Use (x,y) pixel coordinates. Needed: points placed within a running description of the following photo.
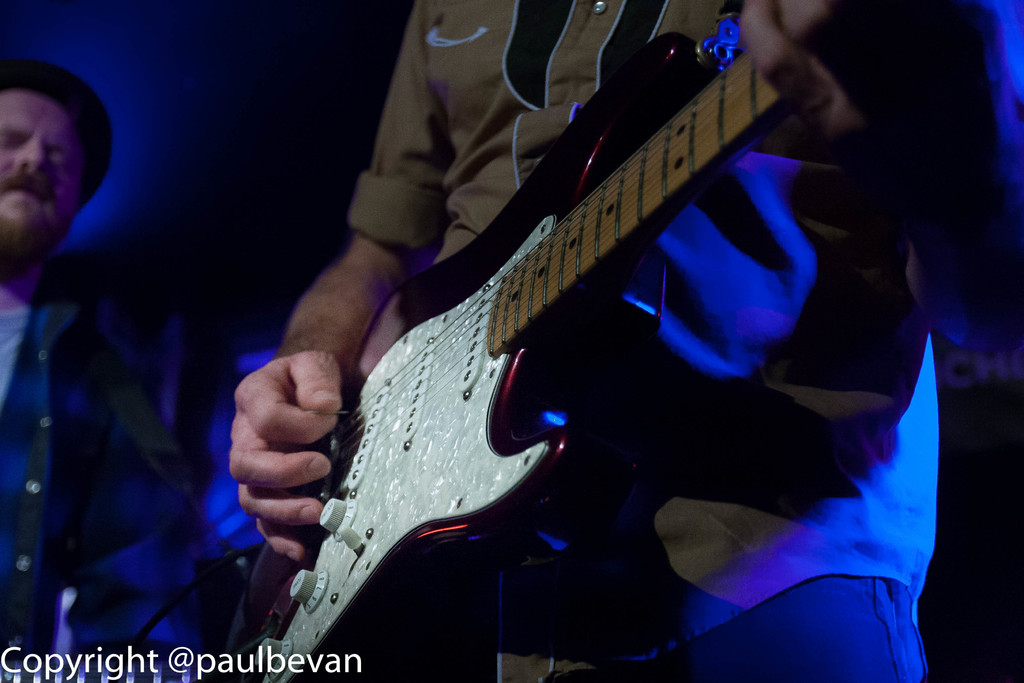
In this image i can see a man (727,219) holding a guitar (607,223) and wearing a brown color shirt (484,135). On the left side (74,306) a man (30,317) stand and wearing a cap (58,95). On the left corner (67,669) there is a text (198,658) written on the image.
